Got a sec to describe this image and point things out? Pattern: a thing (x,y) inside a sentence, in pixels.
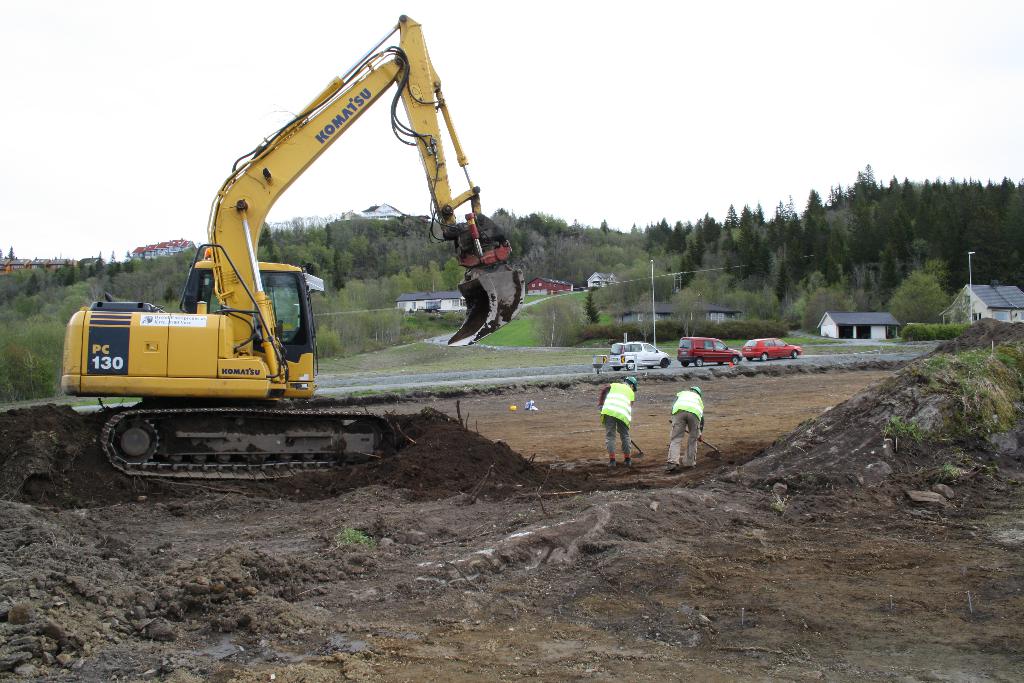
In the image in the center (459,242), we can see one excavator (138,385), which is in yellow color and we can see two persons (614,462) are standing and holding some objects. In the background (466,49), we can see the sky (300,79), clouds (998,132), trees (836,215), buildings (589,284), poles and few vehicles (625,351) on the road (500,372).
